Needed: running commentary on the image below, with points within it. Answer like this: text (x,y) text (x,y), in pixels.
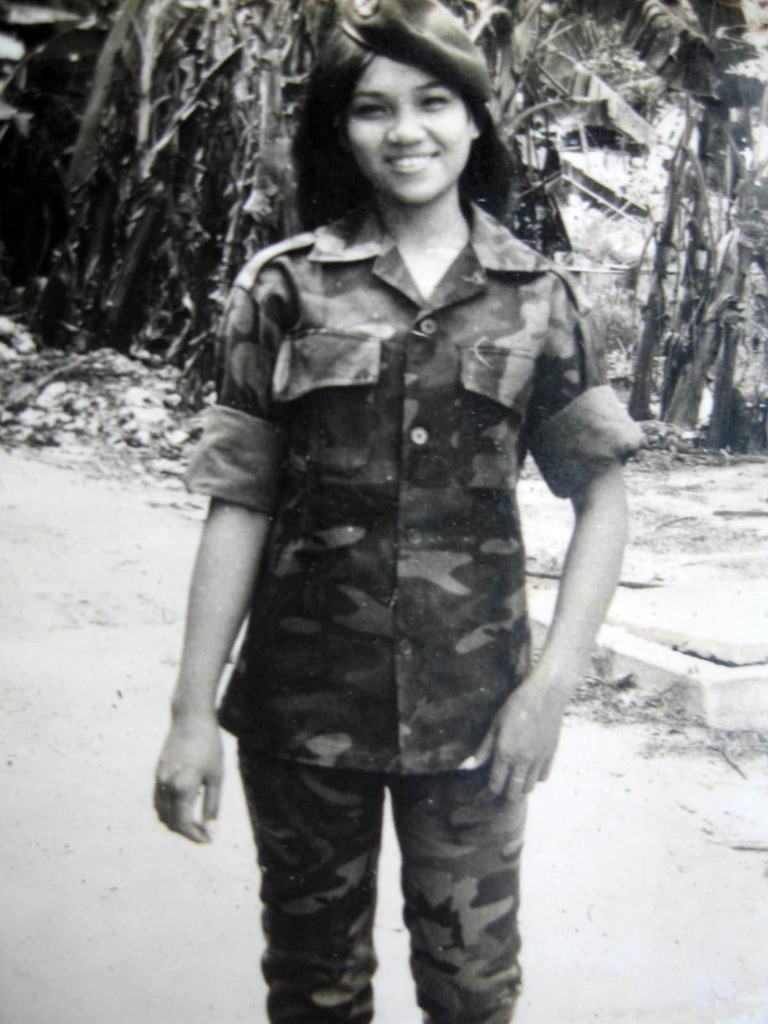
This is a black and white picture. In front of the picture, we see a woman (471,449) in the uniform (383,504) is standing. She is smiling and she might be posing for the photo. At the bottom (132,825), we see the pavement (96,902). There are trees (176,348) and the twigs (112,426) in the background (121,410). This picture might be a photo frame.
